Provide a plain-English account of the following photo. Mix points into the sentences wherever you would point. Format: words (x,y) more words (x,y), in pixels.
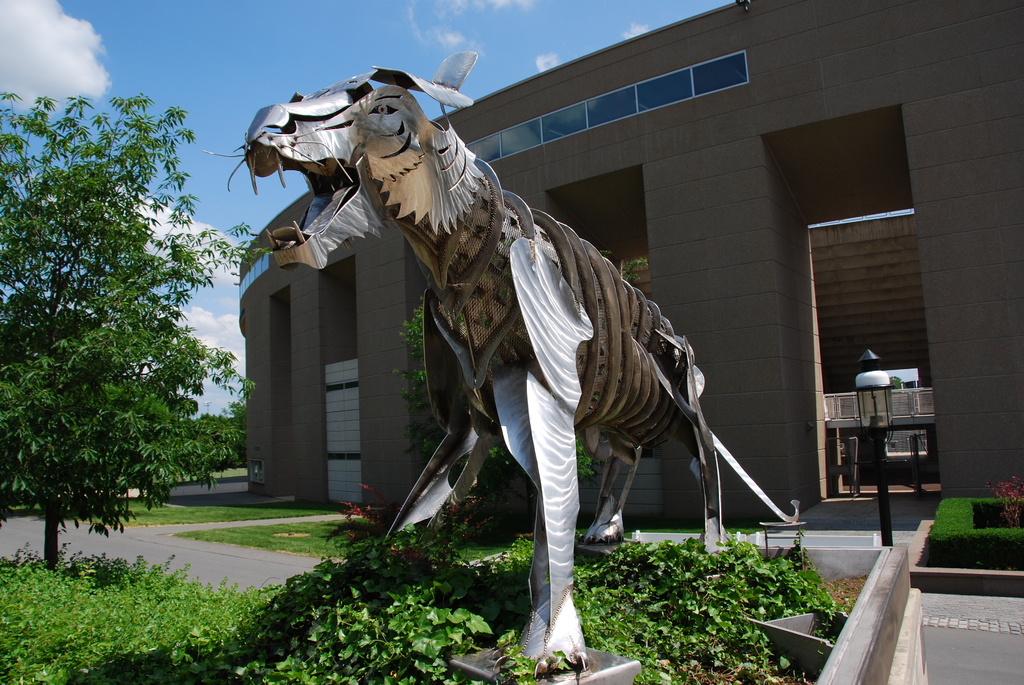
In the picture here is a building (605,242) and in front of the building (402,420) there is a statue (522,318) of some animal (614,498) and around the building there is a lot of greenery (213,414).
